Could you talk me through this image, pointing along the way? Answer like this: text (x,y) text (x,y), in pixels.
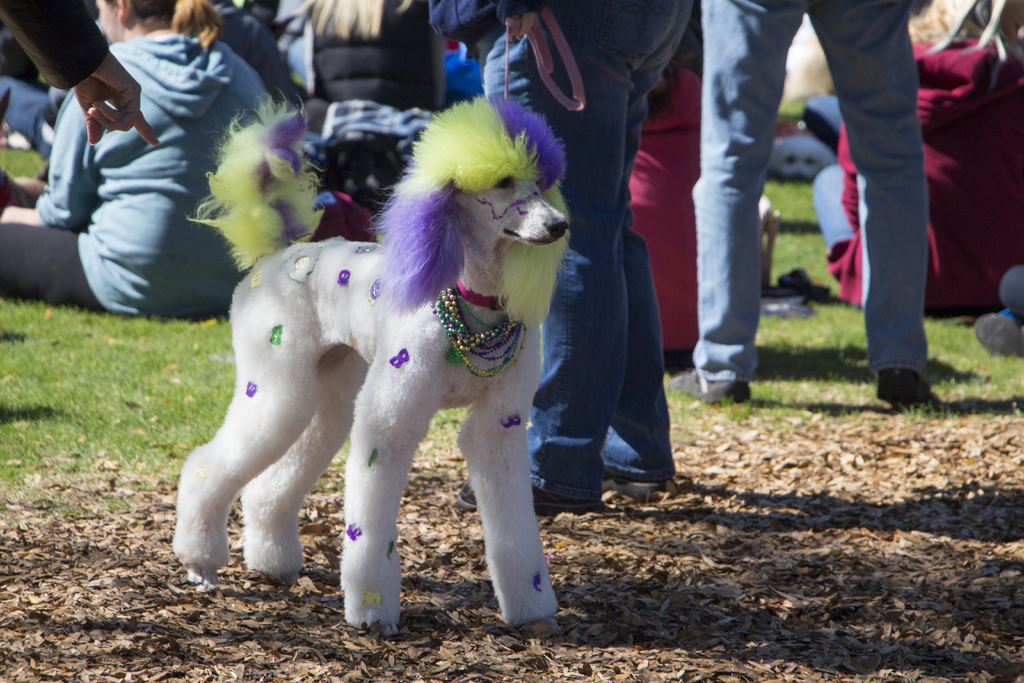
In this image, there are a few people (717,75). We can see a dog (361,412). We can see the ground (182,436) covered with grass (182,447), dried leaves (300,638) and some objects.
